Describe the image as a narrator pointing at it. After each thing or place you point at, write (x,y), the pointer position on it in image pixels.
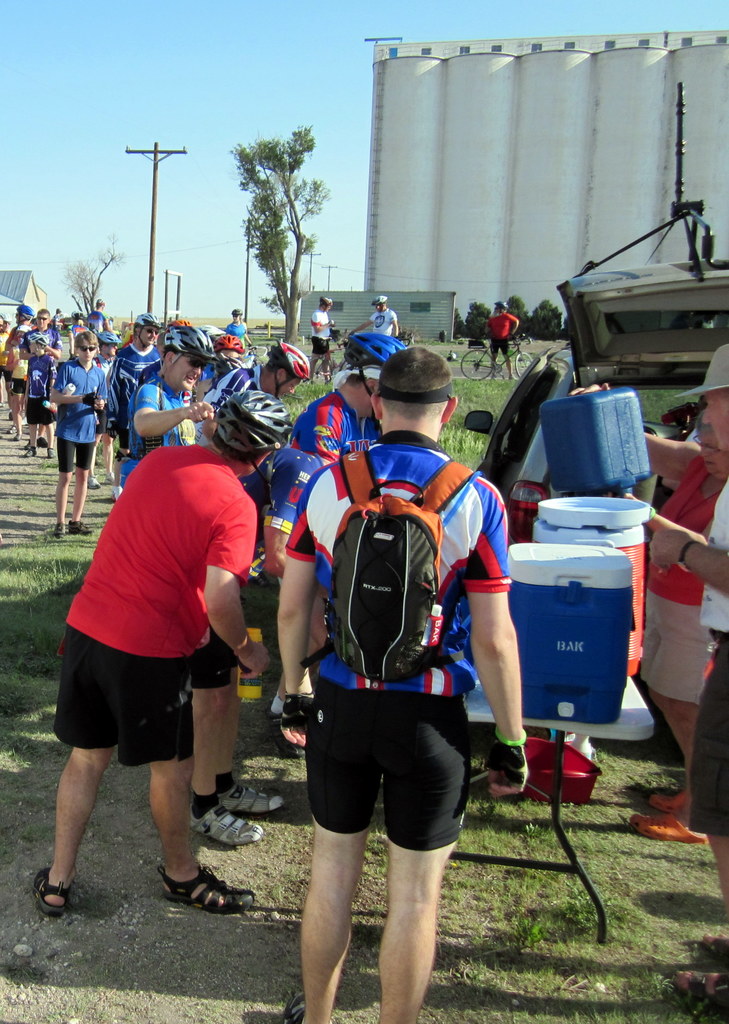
At the bottom of this image (335,898), there are persons (651,546), there are things (570,506) arranged on a table (626,723), there is a vehicle (535,358), there are bicycles (502,361) and other objects (367,333). In the background (304,177), there is a pole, there are trees (249,164), buildings (620,138) and there is a blue sky (144,87).
